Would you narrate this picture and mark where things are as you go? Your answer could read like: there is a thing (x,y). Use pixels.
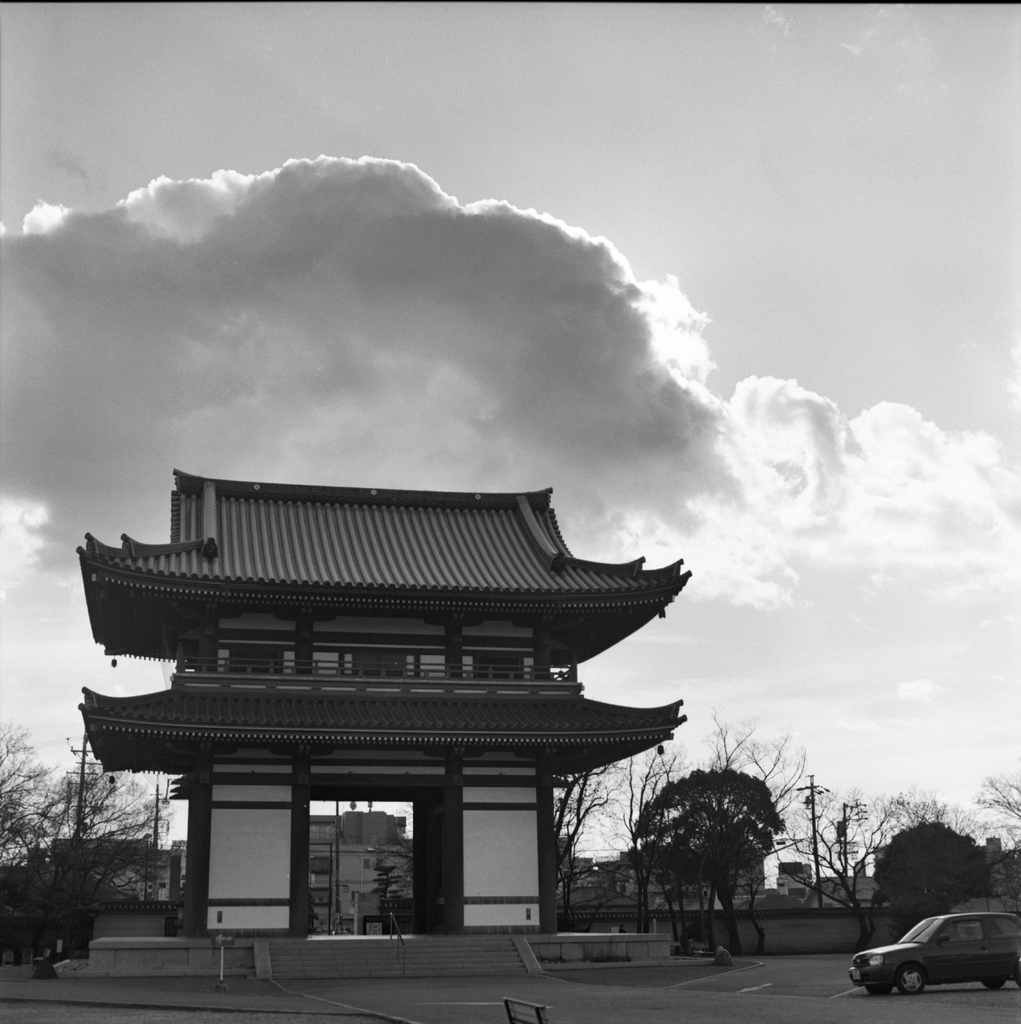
In the center of the image (346,618) there is an arch (203,687). On the right side of the image (927,974) we can see car (877,971), road (765,957), wall (783,940), pole (818,895) and trees (697,863). In the background (741,117) there is a sky (703,145) and clouds (399,280).
